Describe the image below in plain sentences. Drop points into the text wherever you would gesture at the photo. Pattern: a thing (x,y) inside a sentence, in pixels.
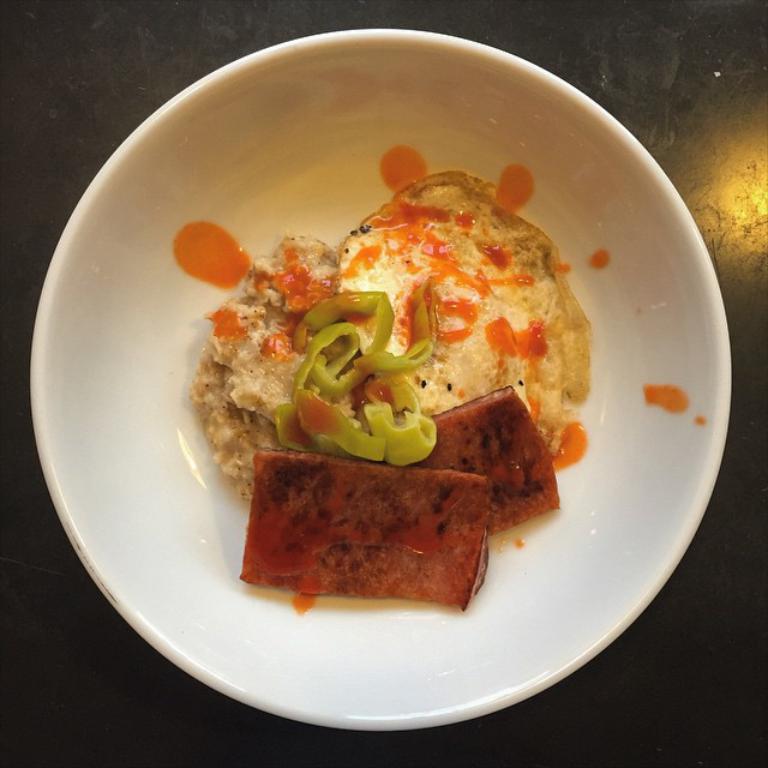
In this image I can see the food (205,413) in the bowl (200,539), the food (265,526) is in brown, green, orange and cream color and the bowl (141,321) is in white color. The bowl (215,584) is on the black color surface (229,726).
